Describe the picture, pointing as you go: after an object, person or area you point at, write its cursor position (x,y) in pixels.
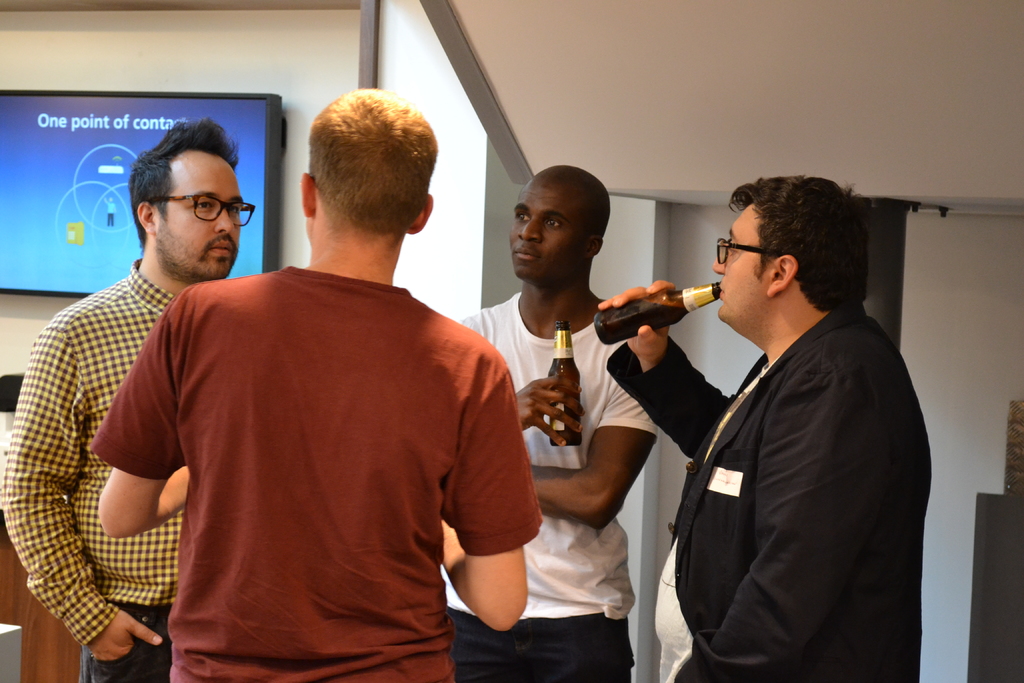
This picture is clicked inside the room (786,157). Here, we see four men (716,466) standing. Man (750,497) in black blazer (683,445) is holding alcohol bottle (644,305) in his hand (652,290) and he is drinking it. Beside him, man (523,341) in white t-shirt (524,345) is also holding alcohol bottle (564,344) in his hand (536,420). Behind them, we see a white wall (295,105) on which television (78,166) is placed.
